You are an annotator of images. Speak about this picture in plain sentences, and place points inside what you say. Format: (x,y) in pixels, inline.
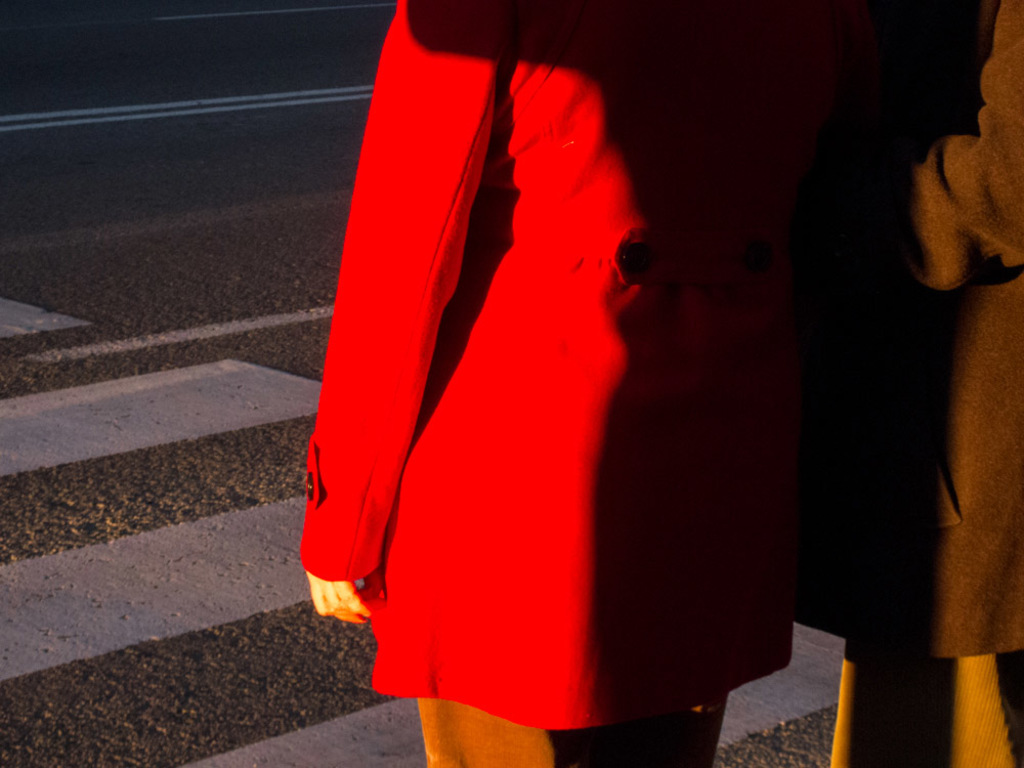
In the foreground (410,235) I can see two persons (608,489) are standing on the road (272,665). This image is taken during a sunny day.
